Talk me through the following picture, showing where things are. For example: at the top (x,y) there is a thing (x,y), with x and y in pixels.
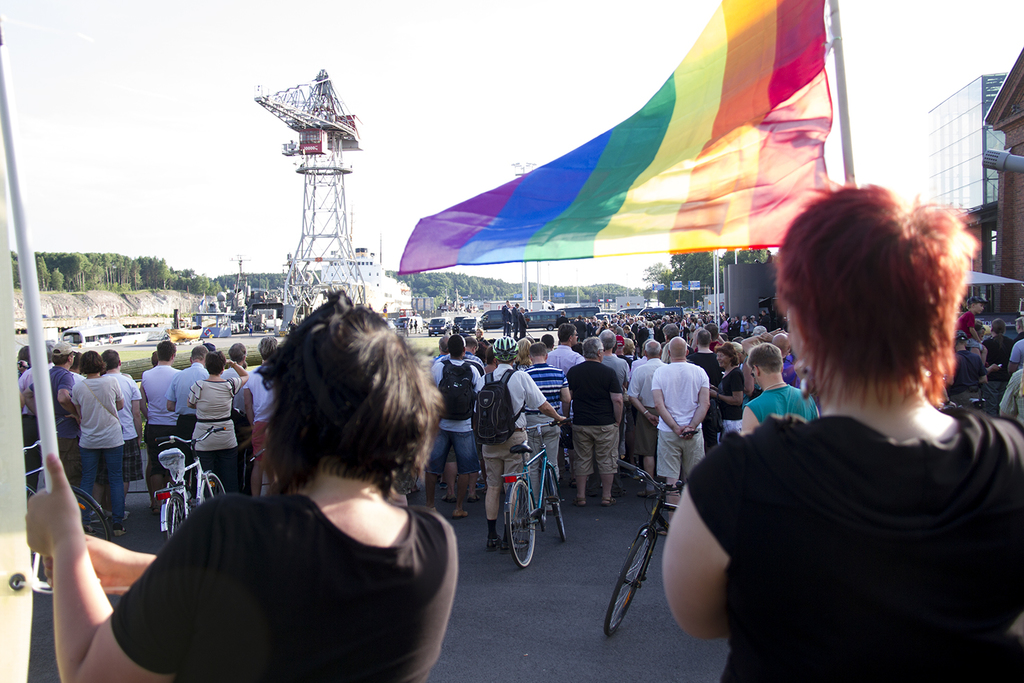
In this image there are a group of people (825,610) standing on the road (467,658) in which some of them are holding bicycles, also there is a flag (538,203) on the pole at the middle (532,235), in front of them there is a tower (318,99) in the ground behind that there are trees (545,296) and building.
